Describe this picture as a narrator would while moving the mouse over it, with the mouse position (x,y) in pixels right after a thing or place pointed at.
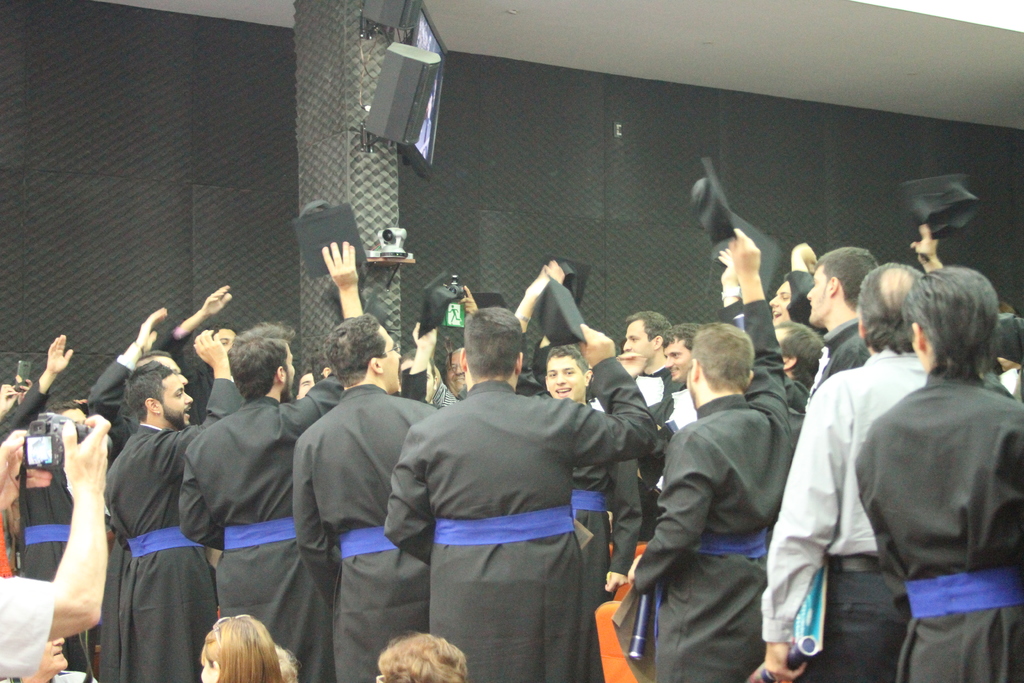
In this picture we can see a group of people (463,482), some people (479,482) are holding hats (708,194), one person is holding a camera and in the background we can see a pillar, wall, camera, speakers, screen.
